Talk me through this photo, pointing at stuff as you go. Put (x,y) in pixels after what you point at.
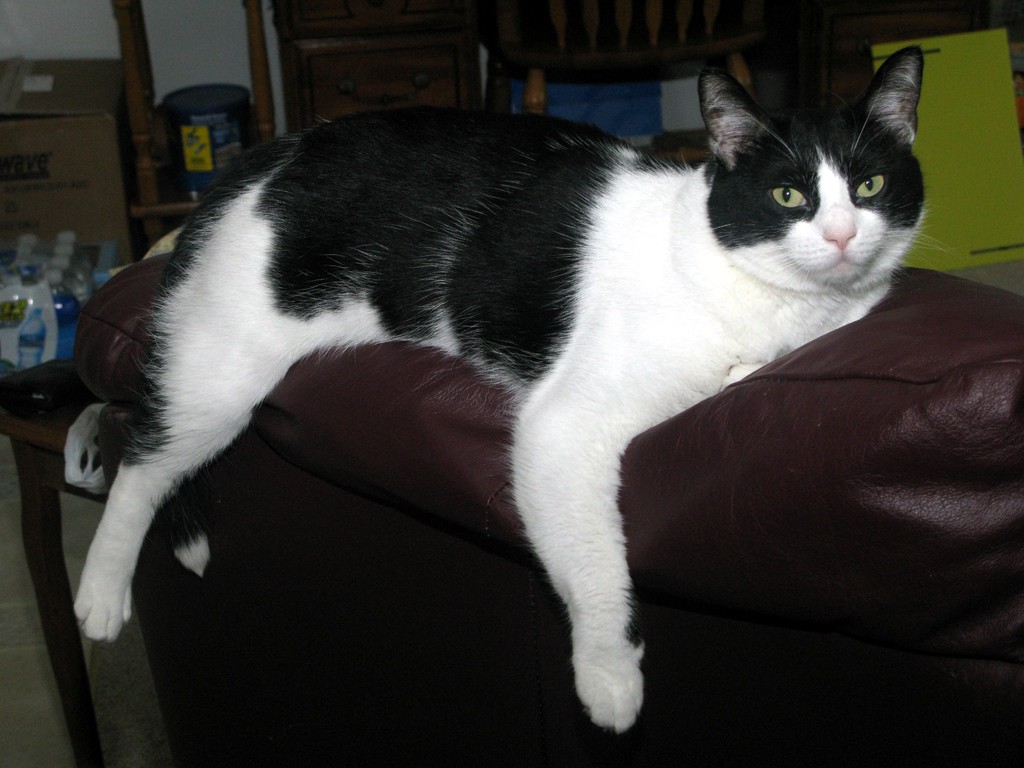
In the picture we can see a brown color sofa material (276,642) on it, we can see a cat (201,340) lying which is white and some parts (529,286) of black in color and in the background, we can see a wall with a cardboard box (16,225) and besides we can see some drawer kind of thing (310,126).
